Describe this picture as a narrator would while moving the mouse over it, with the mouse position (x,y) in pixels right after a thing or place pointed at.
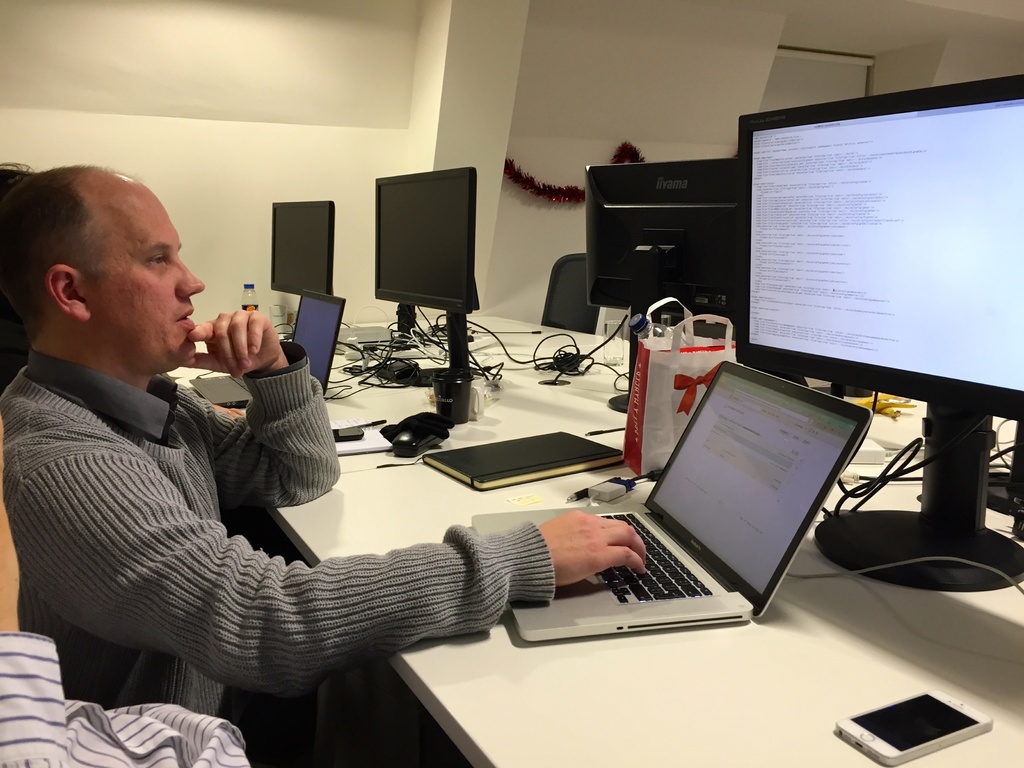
This picture shows four monitors (958,344) and two laptops (719,589) on the table (340,368) and a man (61,192) using the laptop (828,444).
